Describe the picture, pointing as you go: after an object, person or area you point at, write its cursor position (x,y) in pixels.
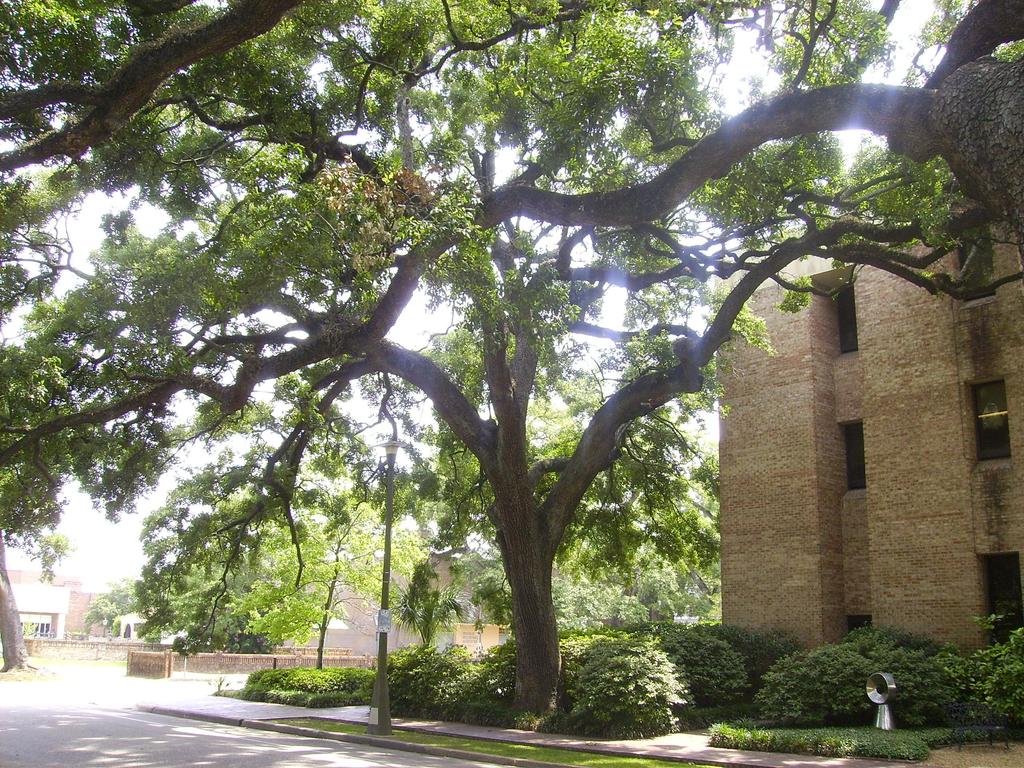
In the image we can see some trees (532,646) and plants (649,676) and buildings (1012,352) and poles (375,713).
